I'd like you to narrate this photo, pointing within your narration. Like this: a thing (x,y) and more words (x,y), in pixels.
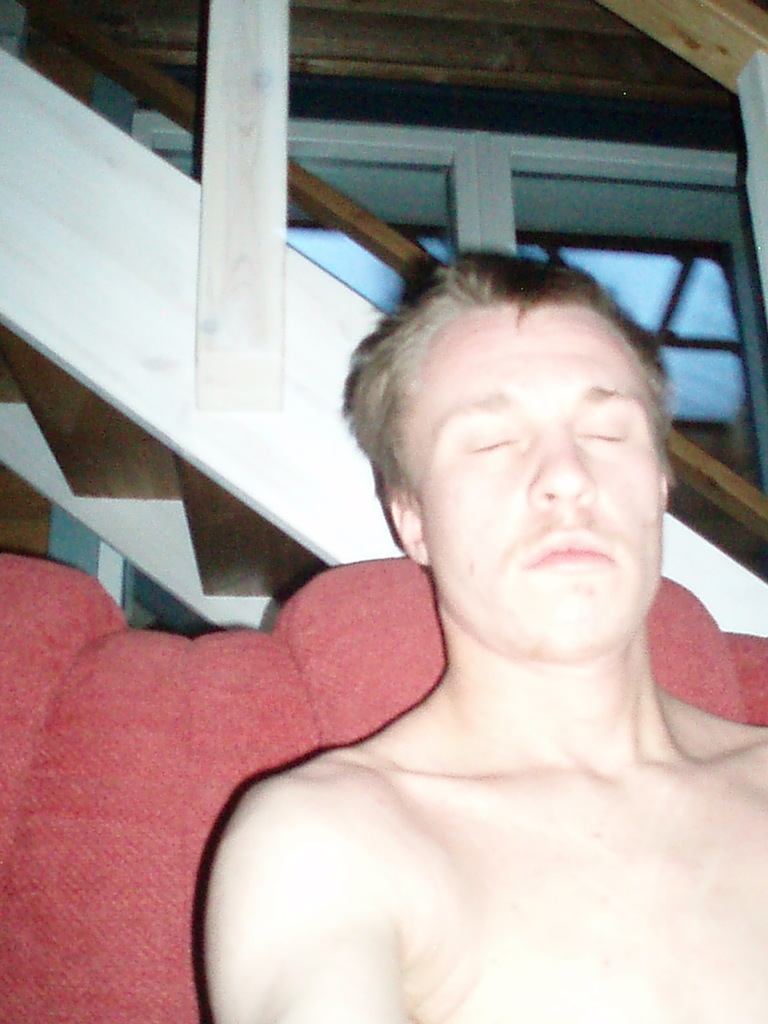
In the foreground of this image (562,795), there is a man (539,759) closing eyes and sitting on a red sofa (192,721). In the background (248,173), there is a railing (758,147) and it seems like a window (641,214) to the wall (454,58) in the background (659,301).
